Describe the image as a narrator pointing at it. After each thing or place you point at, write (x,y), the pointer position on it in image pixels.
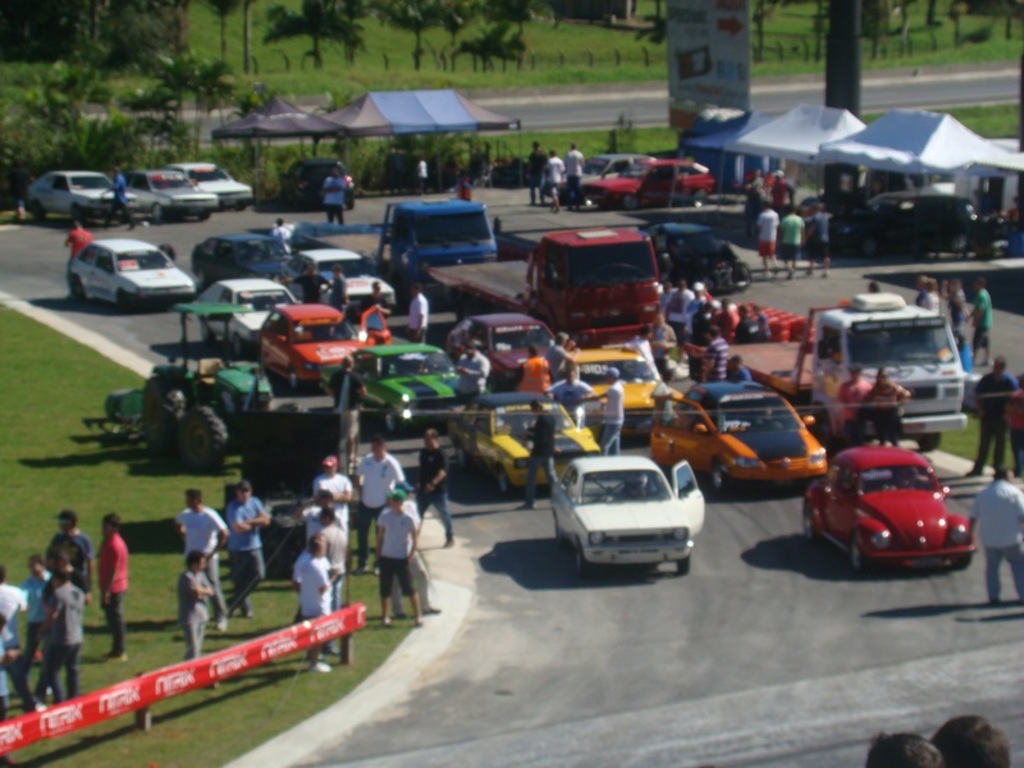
As we can see in the image there are few people (373,519) here and there, cars (446,391), grass (32,430), tents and trees (351,59).
